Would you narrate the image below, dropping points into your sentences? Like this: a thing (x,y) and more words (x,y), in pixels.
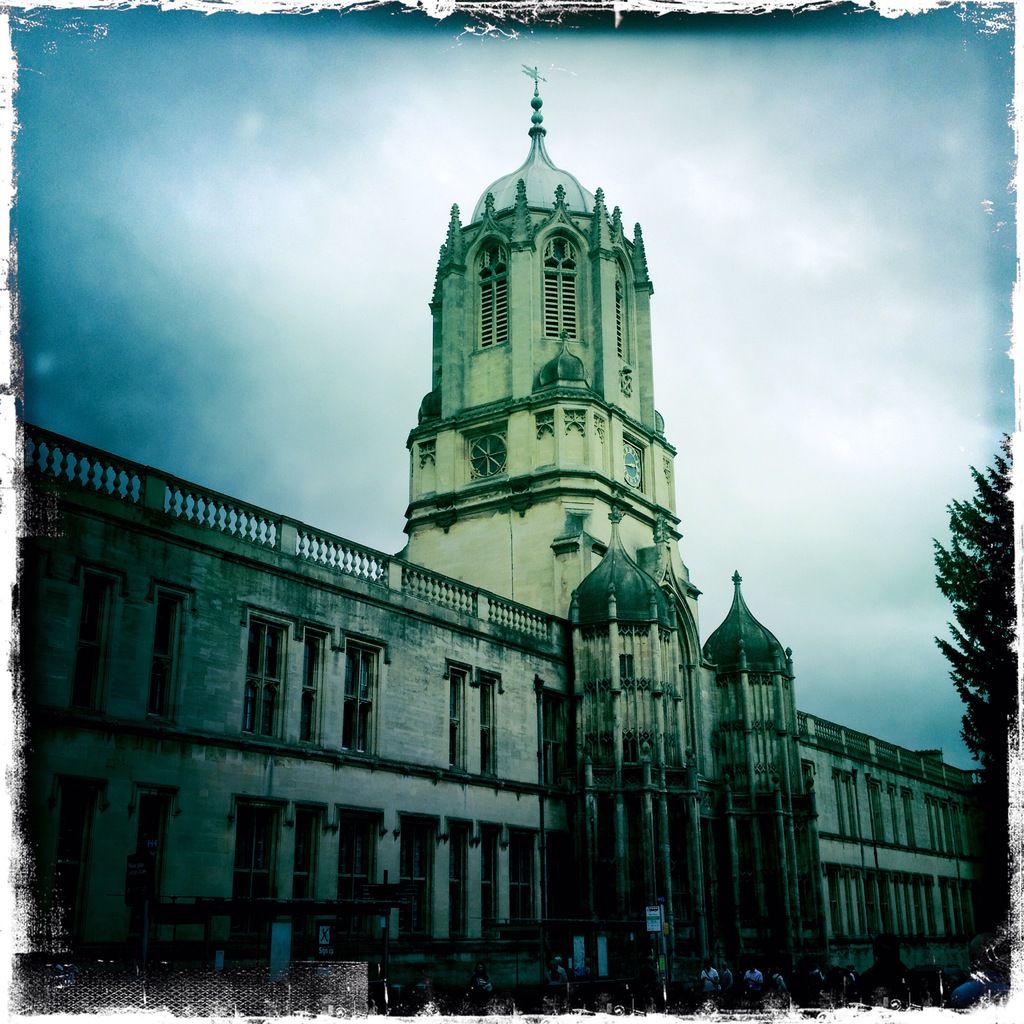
In this image there is a building (449,583) and in front of the building (823,961) there are people (820,986) standing on the road (709,999). At the right side of the image (1001,555) there is a tree (975,532) and at the background (832,254) there is sky (857,190).
